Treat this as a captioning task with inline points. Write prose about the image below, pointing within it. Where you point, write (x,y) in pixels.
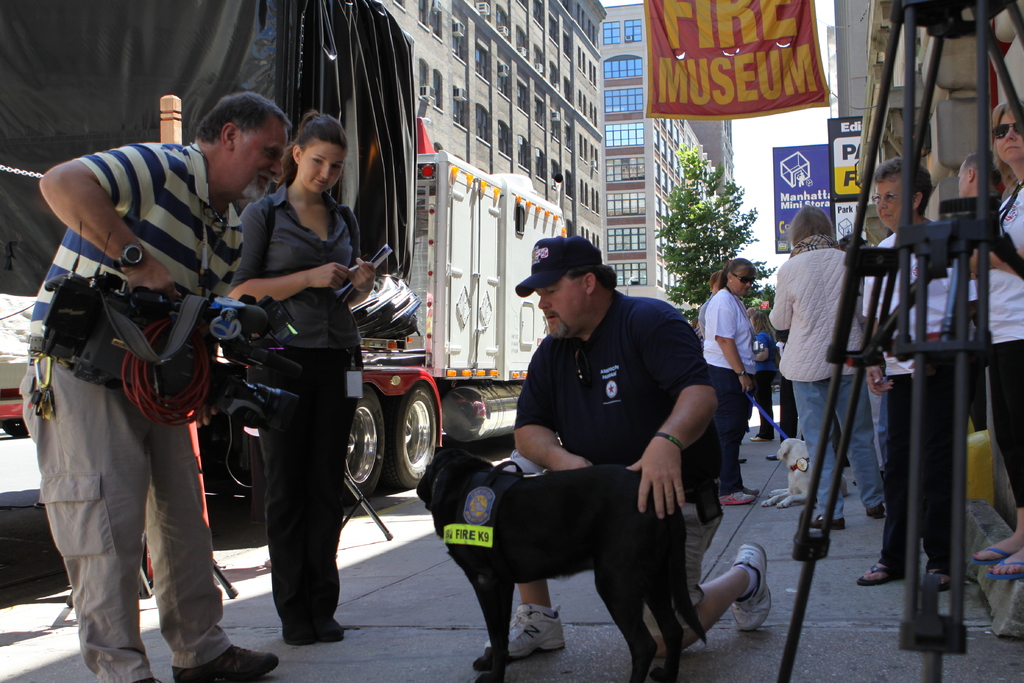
This image is clicked outside. There are buildings (513,124) on the top (569,154). There is a tree (697,193) in the middle (672,235). There is a truck (433,324) on the left side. There are people (940,368) standing on the right side (869,297). In the middle (575,382) there is a man (553,398) and a dog (592,509), beside them there are two people (301,374), in that one of them is holding video camera (167,391), other one is holding a book (374,259).
